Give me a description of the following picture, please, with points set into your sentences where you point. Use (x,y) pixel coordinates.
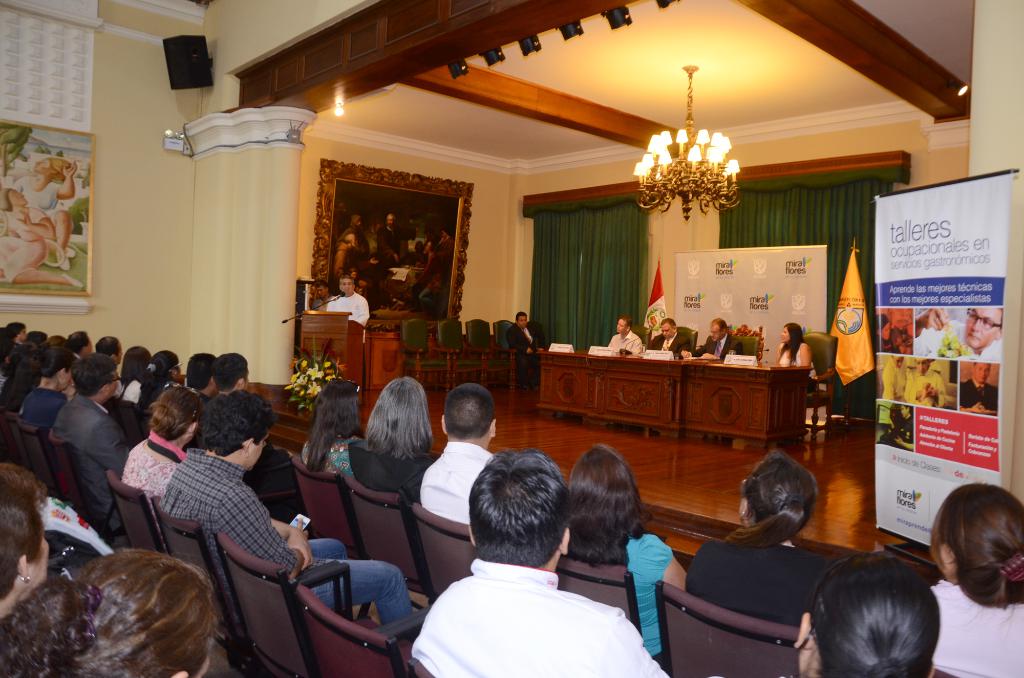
In this image there are a few people (711,341) seated on chairs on the dais (619,432) with name plates (649,354) and some other objects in front of them on the table (617,374), behind them, there are flags (650,307) and banners (754,293), behind the banners (726,278) there are curtains (566,260), beside them there is a person (519,336) sitting on a chair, in front of them there is another person (343,304) speaking on the dais (335,339) in front of the mic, in front of it there is a flower bouquet (323,375), in front of the bouquet (304,366) there are a few people (257,403) seated on chairs (421,509), beside them on the wall (47,105) there is a poster (72,202), on top of the wall (181,93) there is a speaker (210,83), focus lights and chandelier (683,196), there is a photo frame (412,286) on the wall (469,279).
